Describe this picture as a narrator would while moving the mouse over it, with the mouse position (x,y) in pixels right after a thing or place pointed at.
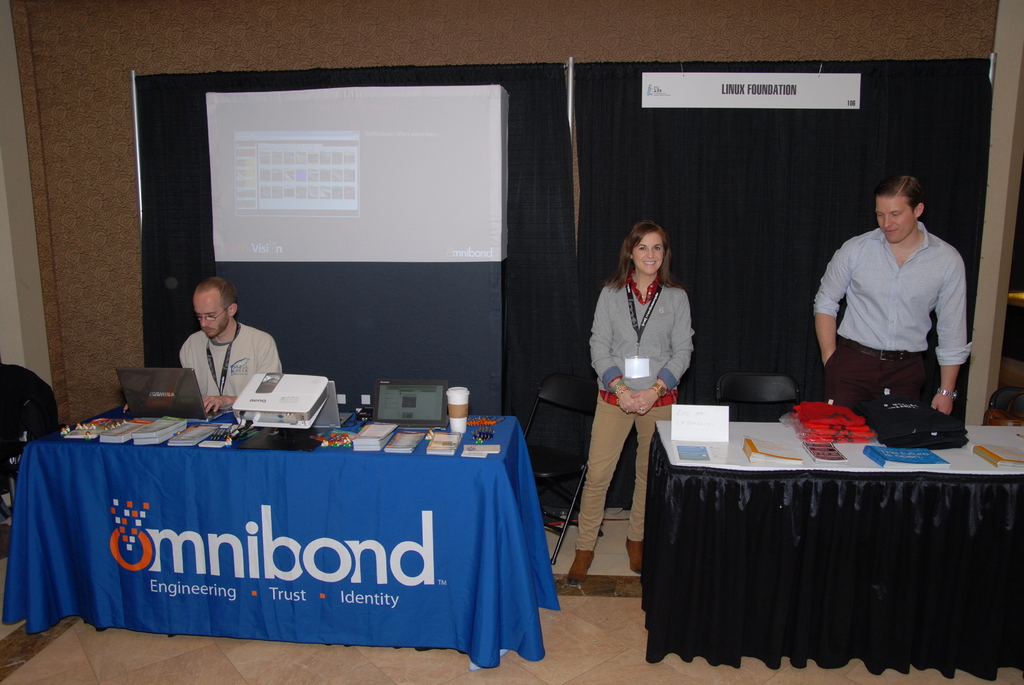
In this image we can see a man (943,326) and woman (649,380) standing on the ground (613,659). One person (236,366) is sitting on a chair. In the foreground of the image (895,438) we can see laptops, projector (284,419), cup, some books (1008,453) and some objects (705,435) placed on the tables (734,562). In the background (414,207), we can see a screen (375,207), curtains (646,192) and a board (812,77) with some text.
